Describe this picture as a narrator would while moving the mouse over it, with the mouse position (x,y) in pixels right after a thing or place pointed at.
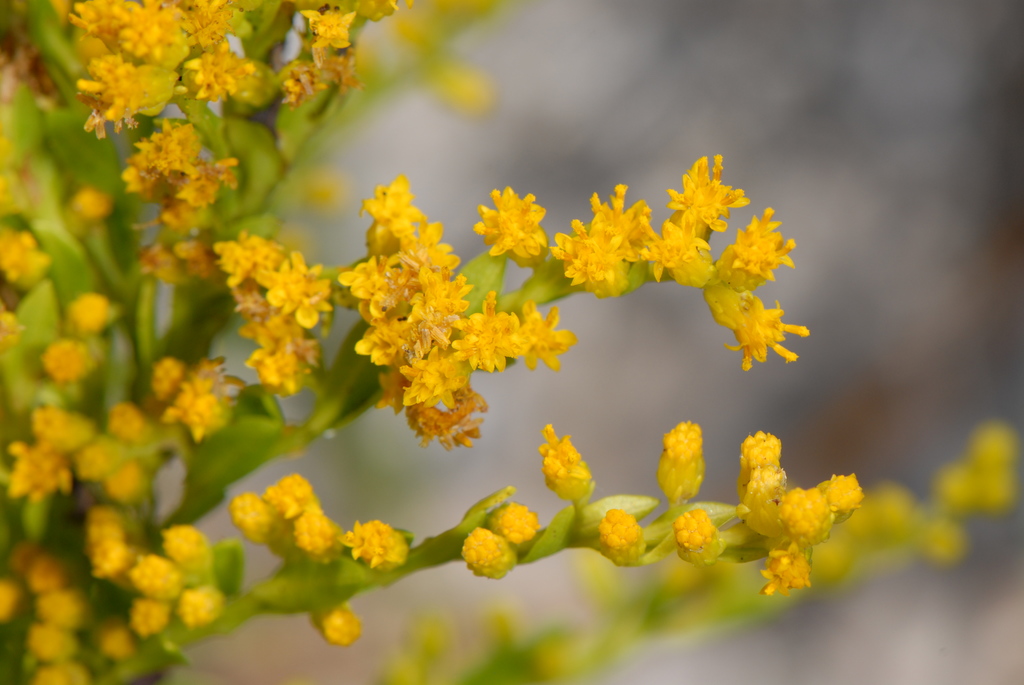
On the left side (21,669), there is a plant (212,224) having yellow color flowers (213,197) and green color stems (415,564). And the background (905,673) is blurred.
